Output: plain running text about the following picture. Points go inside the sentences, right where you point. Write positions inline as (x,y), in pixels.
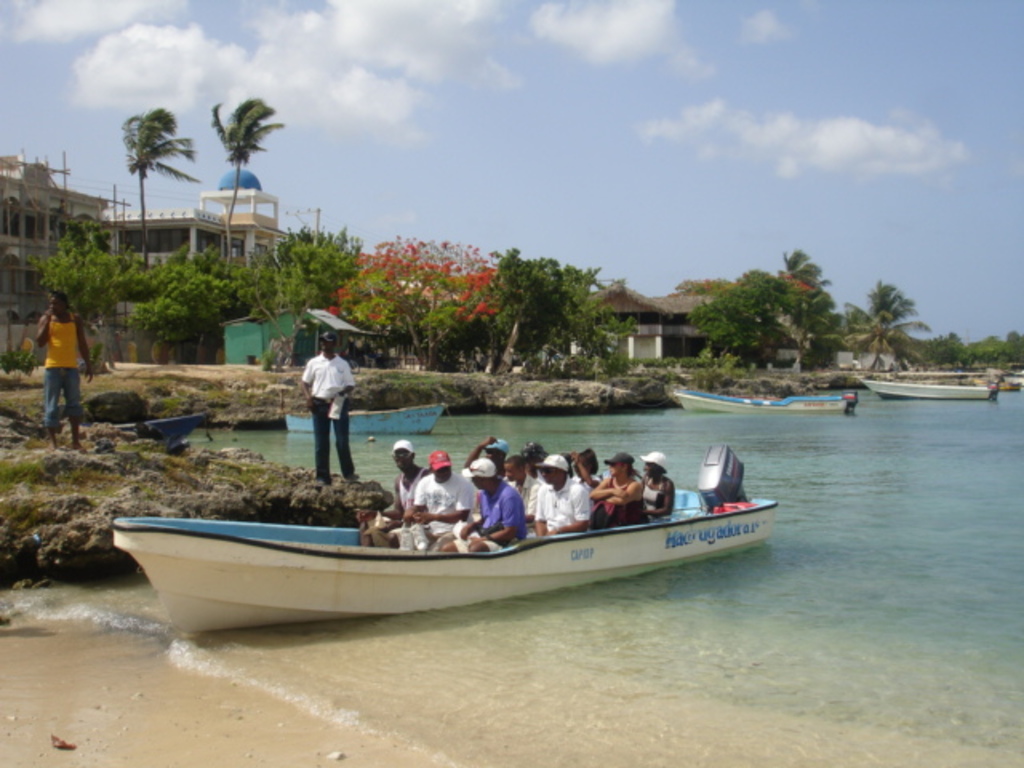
In this picture, we can see a few people (441,506), a few (523,475) in a boat (379,552), we can see water (761,597), boats (710,544), ground (58,539) with grass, trees (100,295), plants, buildings (215,240), and the sky (328,231) with clouds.
